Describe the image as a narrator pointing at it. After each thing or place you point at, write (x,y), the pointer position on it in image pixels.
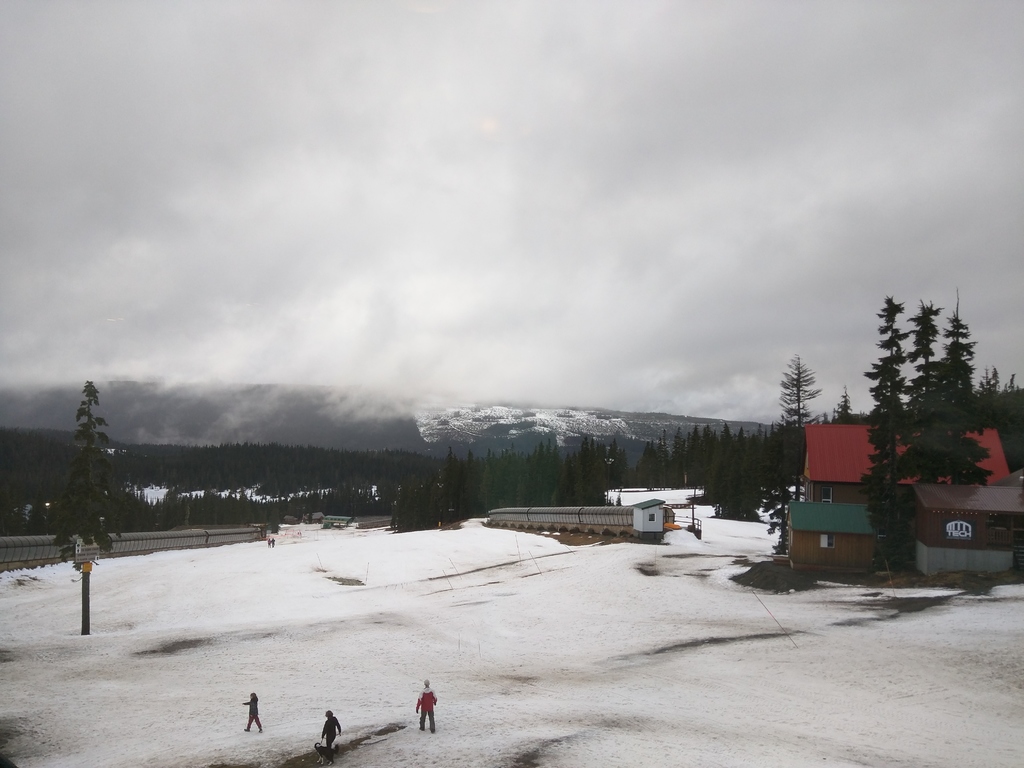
In this image, there is an outside view. There are houses (836,518) in between trees (961,431). There are three persons (254,724) at the bottom of the image (332,743) standing and wearing clothes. There is a hill (381,437) in the middle of the image (369,429). In the background of the image (402,321), there is a sky (583,247).
